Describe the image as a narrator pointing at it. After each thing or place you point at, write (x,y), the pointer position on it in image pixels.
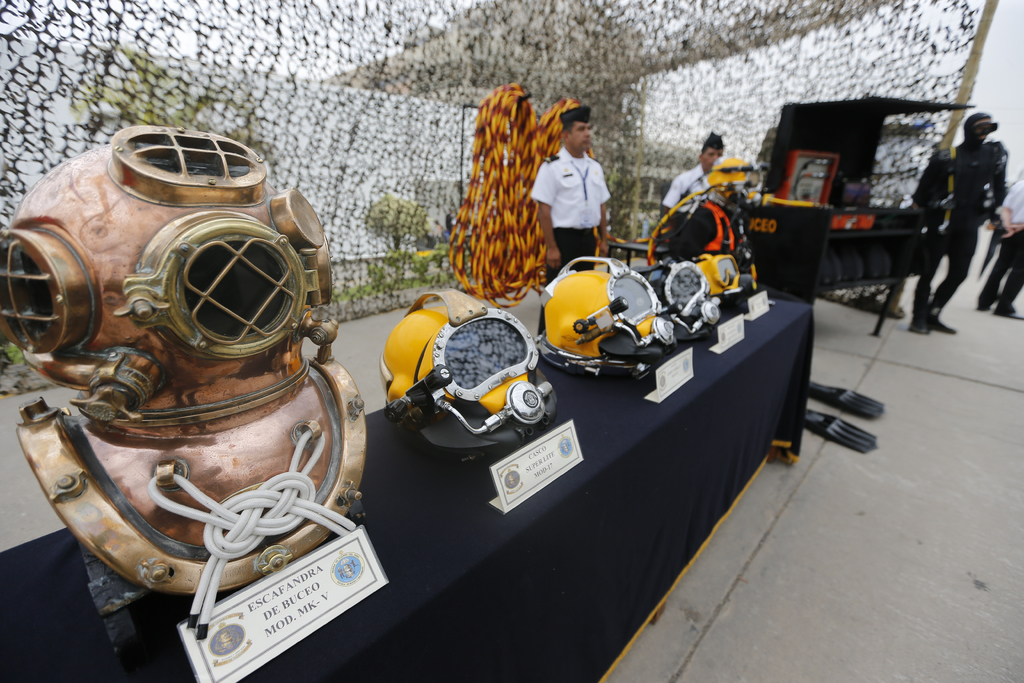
In this picture I can observe metal helmet (231,294) on the left side (262,319). Beside the metal helmet (140,367) I can observe yellow color helmets (504,335) placed on the table (387,525). In the background (571,187) I can observe some people (583,208) standing on the floor (979,330).
